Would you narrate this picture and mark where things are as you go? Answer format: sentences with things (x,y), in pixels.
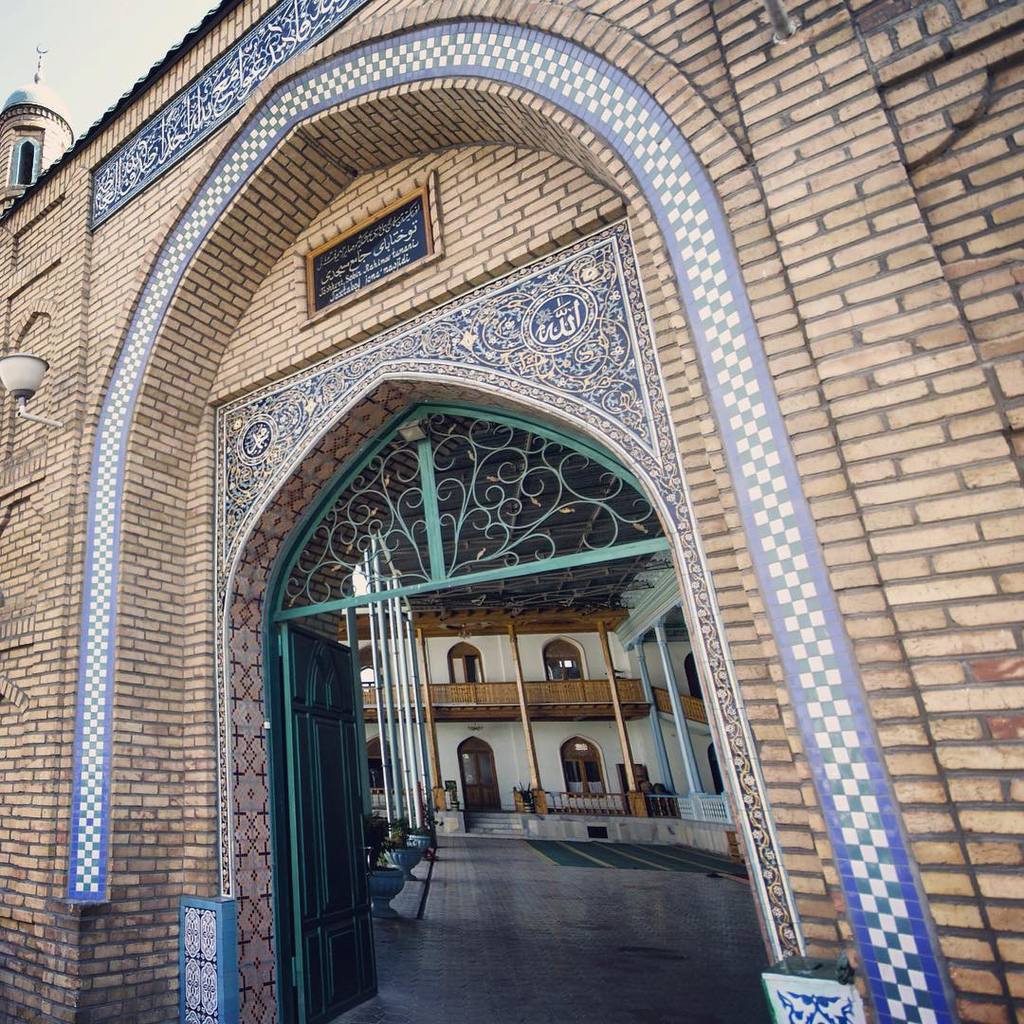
In this image, we can see the wall (760,318) with a lamp (23,416) and a board (384,270) with some text (389,215). We can see the green colored door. We can see the fence (597,691) and the railing (564,693). We can see some doors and stairs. We can see the ground (423,886) with some objects (378,887). We can see some poles (660,745). We can see some plants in pots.
